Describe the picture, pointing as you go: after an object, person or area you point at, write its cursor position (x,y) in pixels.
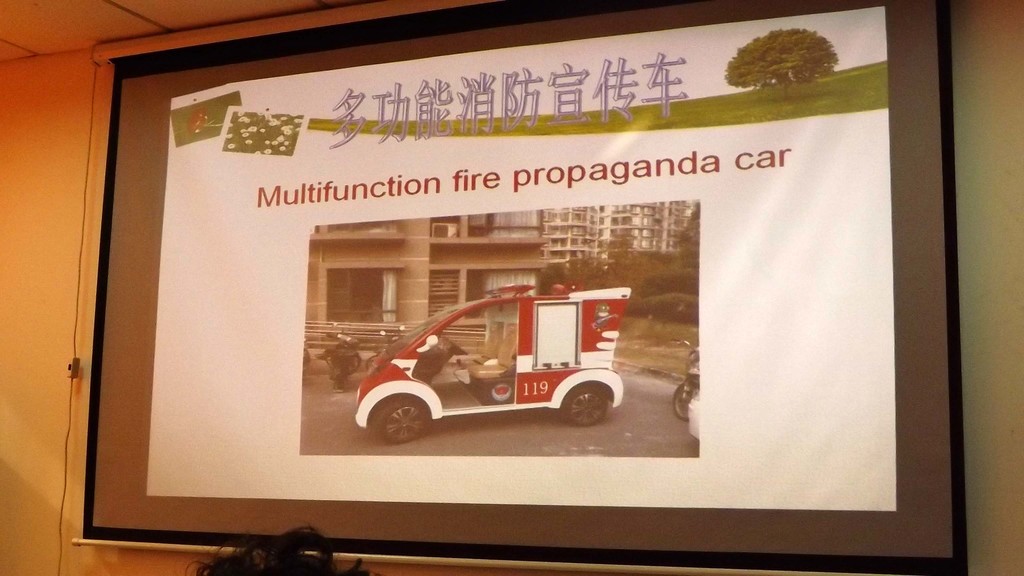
In this picture we can see screen (649,367) and wall (1017,447). At the bottom of the image (288,566) we can see hair (302,569).
